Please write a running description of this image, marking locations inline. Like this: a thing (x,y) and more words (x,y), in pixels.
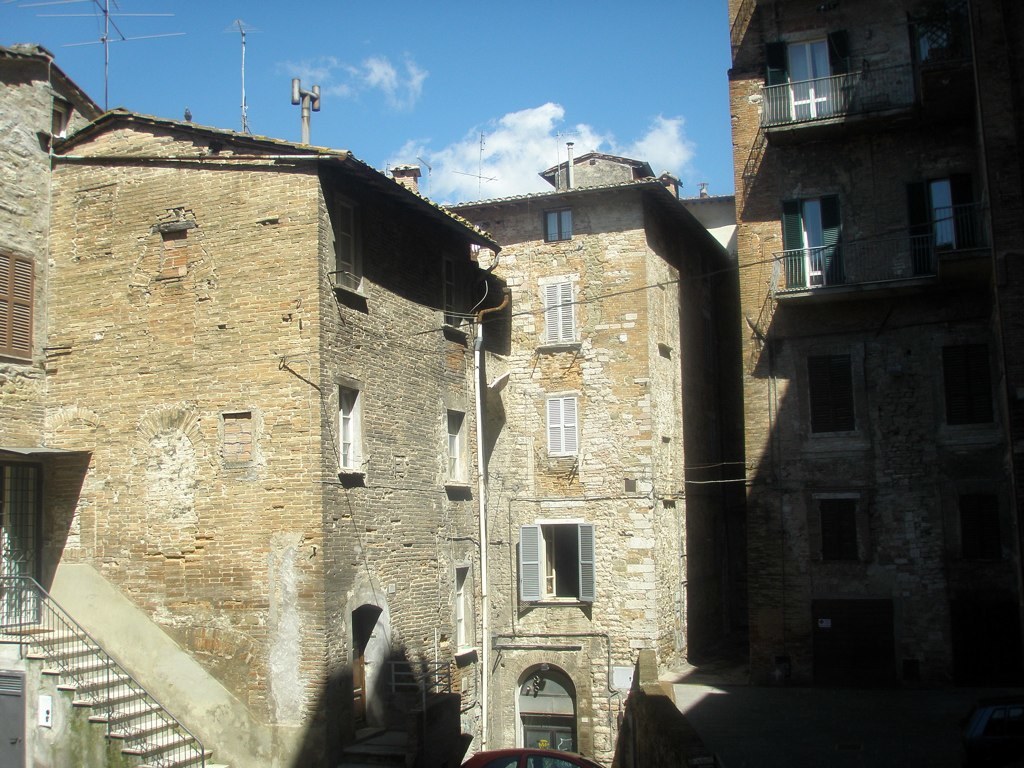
In this image there are buildings (660,441) and on the top of the building (511,206) there are antennas (105,13) and on the left side (93,698) there is a staircase (104,728) and in the center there is a car (534,750) which is red in colour. The sky (545,120) is cloudy.
